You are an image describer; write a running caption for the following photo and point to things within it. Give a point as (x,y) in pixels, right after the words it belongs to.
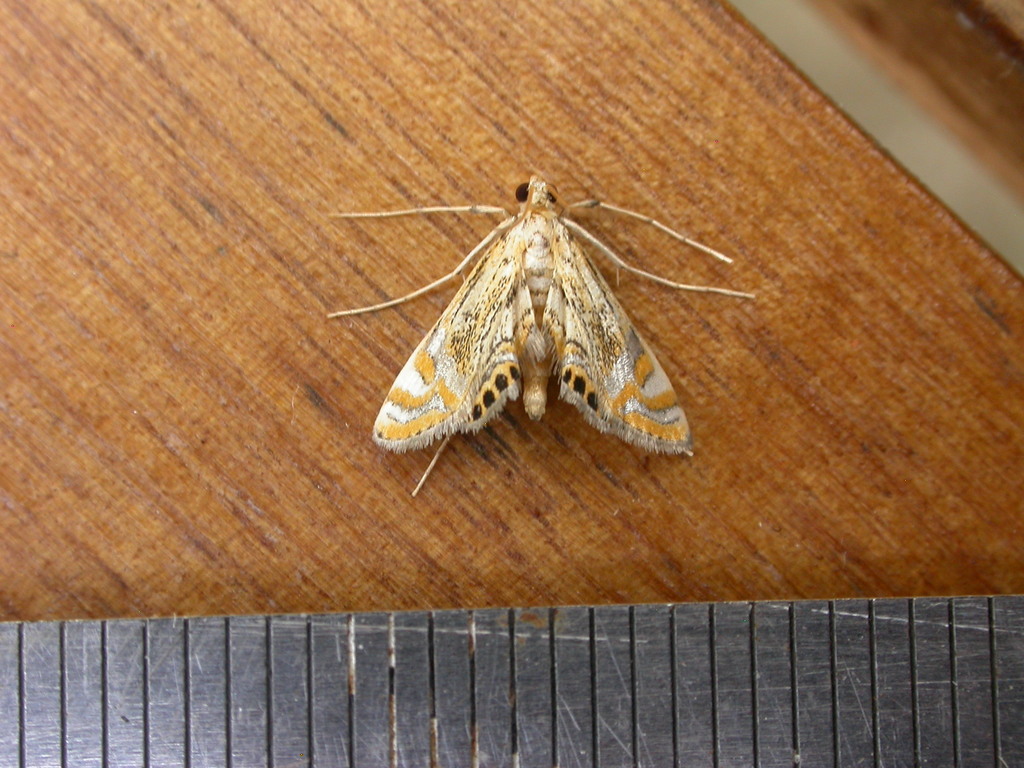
In this image I can see an insect (499,377) on a wooden object (445,464). At the bottom of the image (790,602) it looks like a metal ruler (808,641).
